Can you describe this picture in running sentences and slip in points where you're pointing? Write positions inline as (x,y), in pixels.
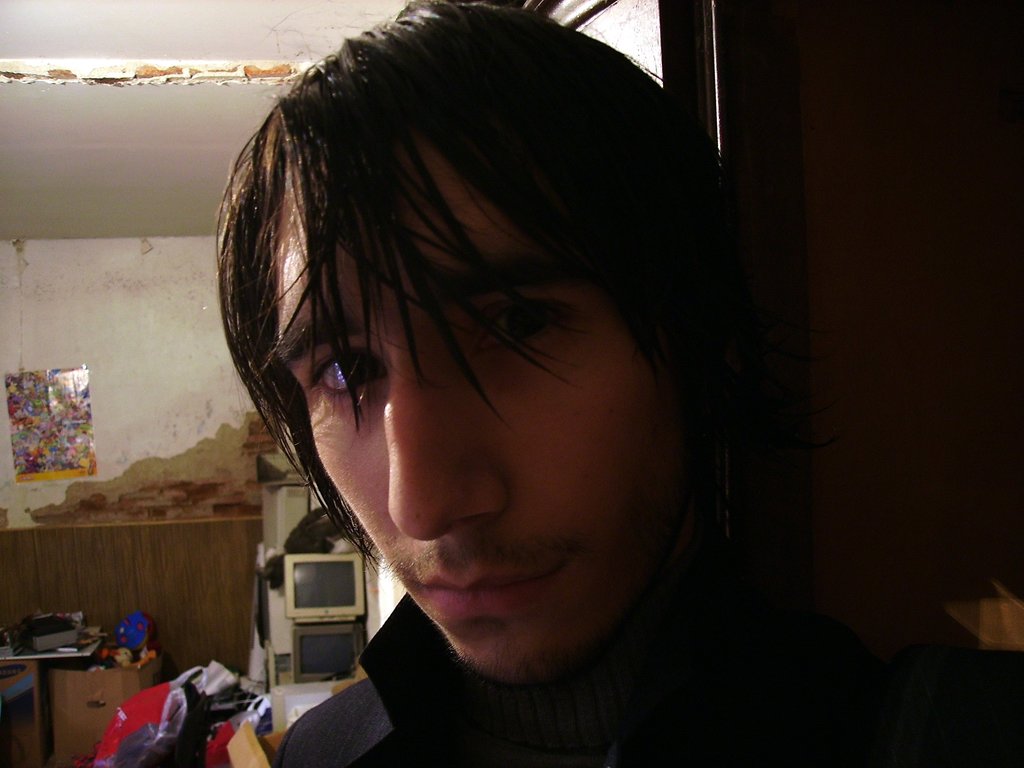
In this picture we can see a person (427,742) and in the background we can see televisions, cover bag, table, wall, poster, roof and some objects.
